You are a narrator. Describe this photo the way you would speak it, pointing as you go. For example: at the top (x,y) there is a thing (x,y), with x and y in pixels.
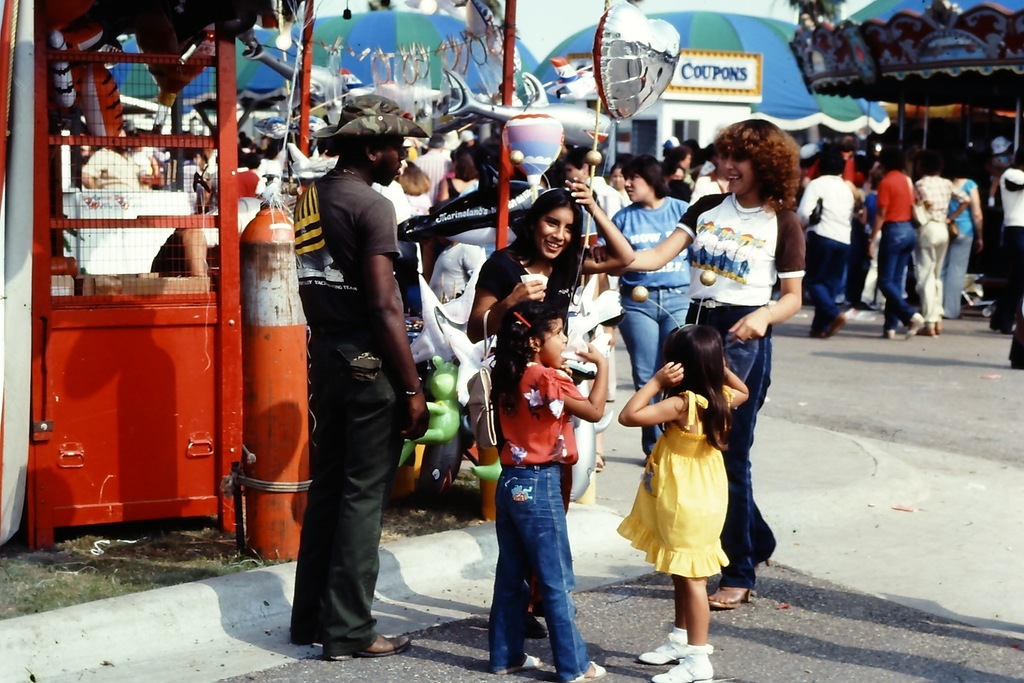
On the left side of the image (147,170) we can see some persons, grass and a red color object (121,390). In the middle of the image (524,323) we can see group of people (566,360) are standing on the road (627,634). On the right side of the image (835,220) we can see some persons (859,225) are standing, but it is in a blur.
